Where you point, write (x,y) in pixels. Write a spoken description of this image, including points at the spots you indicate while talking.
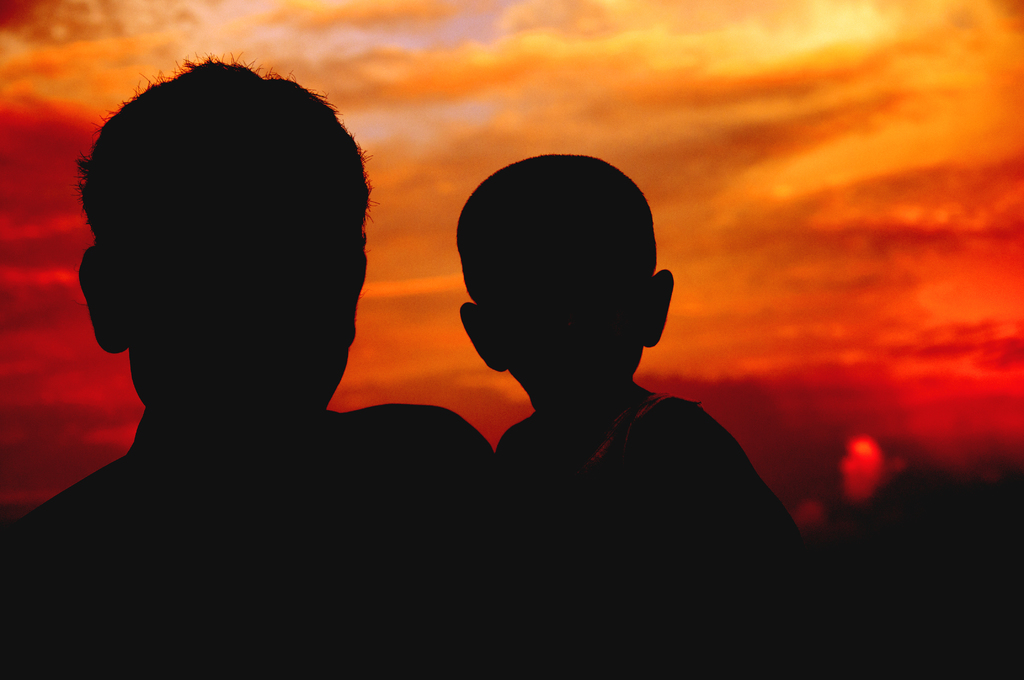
This picture is very dark and I can see a person (168,270) holding a baby (553,292) and in the background (409,99) I can see the red color sky (981,238).
